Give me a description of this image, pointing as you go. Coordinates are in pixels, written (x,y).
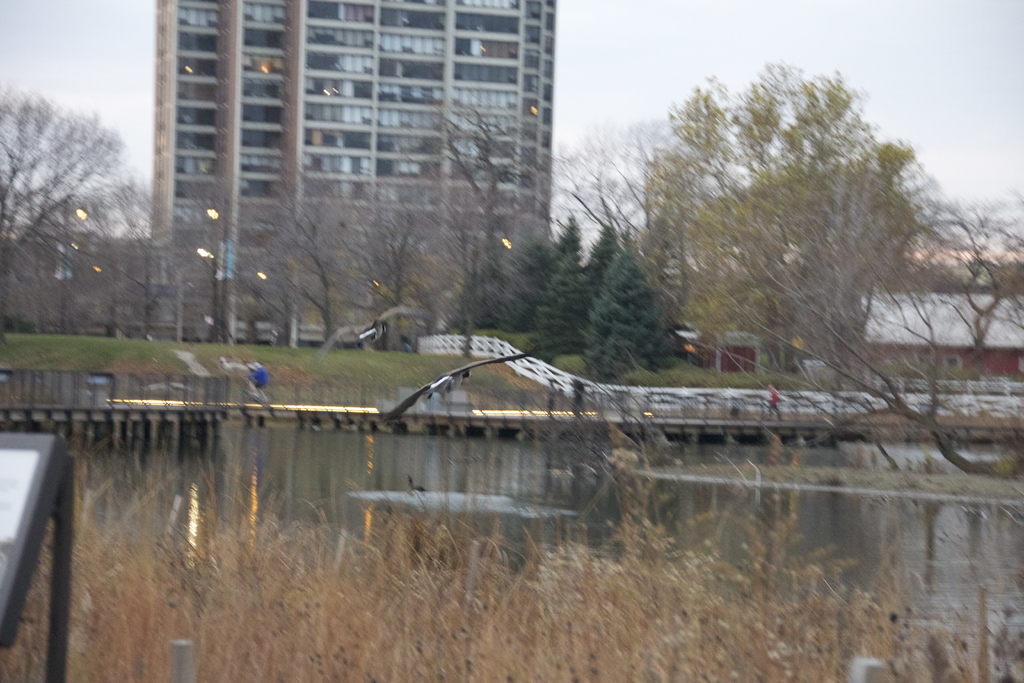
In this image, we can see building (248,202), houses (992,342), trees (639,335), grass (83,608) and water (530,527). Left side of the image (59,518), we can see a black board (24,519) with sticker (8,487). Background (661,53) there is a sky (643,61). Here we can see few people (573,400) and railing (224,390).
